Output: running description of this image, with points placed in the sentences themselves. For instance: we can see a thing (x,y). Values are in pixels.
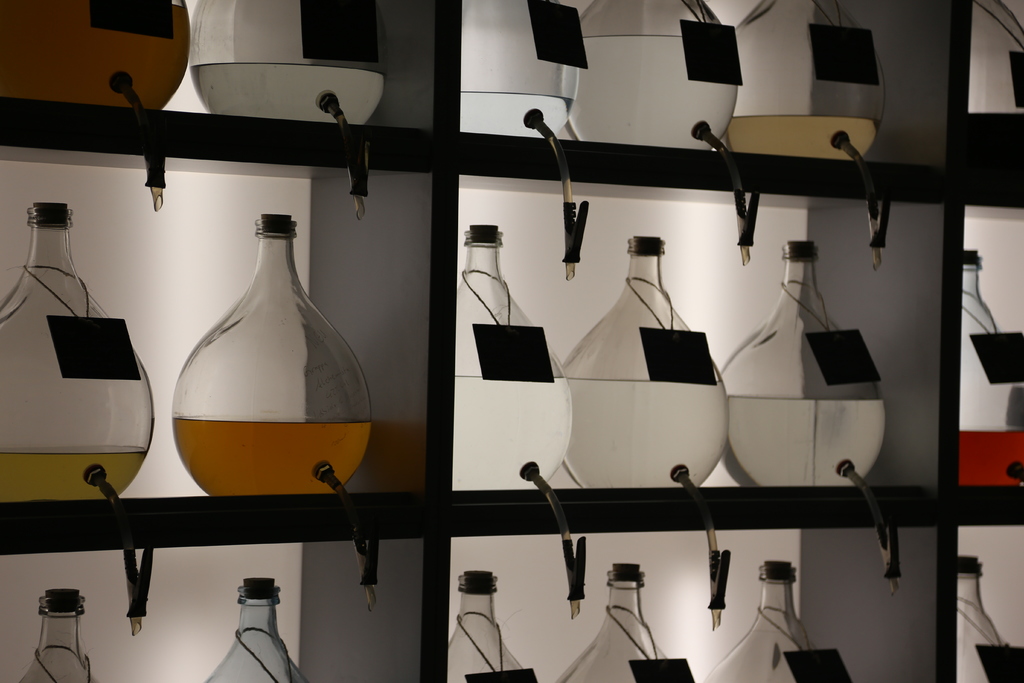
This is a rack (995,506). On the rack (424,487) we can see pots (250,447) with liquid (767,458).
